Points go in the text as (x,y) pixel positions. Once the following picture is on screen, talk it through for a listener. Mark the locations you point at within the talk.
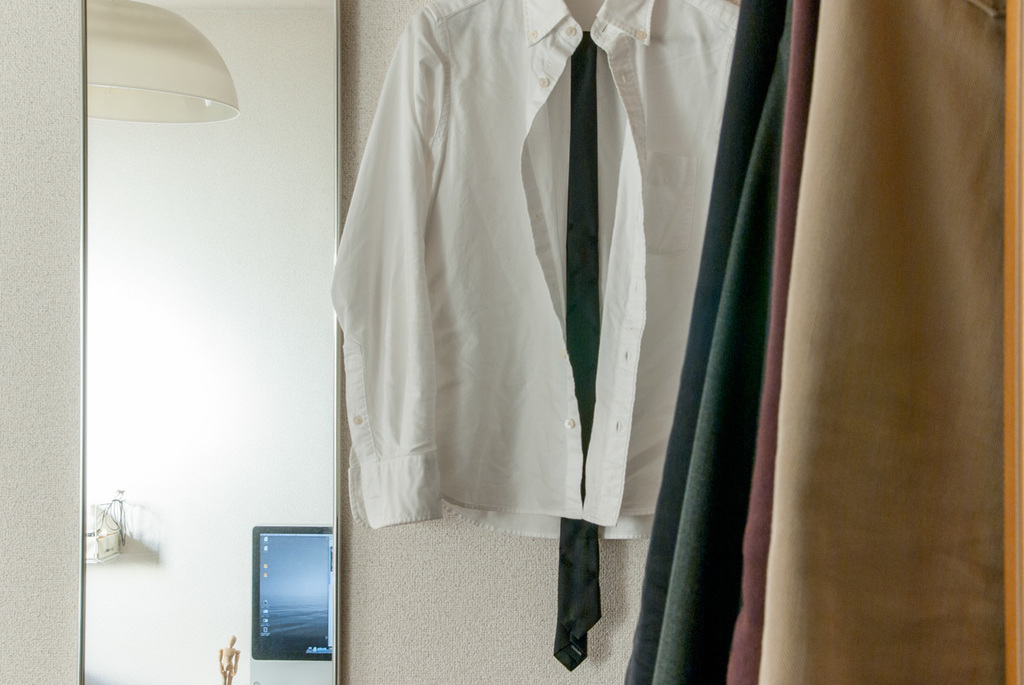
In this picture I can see some clothes (629,278) are hanging on the wall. On the left side (200,460) I can see wall (176,464) and other objects (286,600).
